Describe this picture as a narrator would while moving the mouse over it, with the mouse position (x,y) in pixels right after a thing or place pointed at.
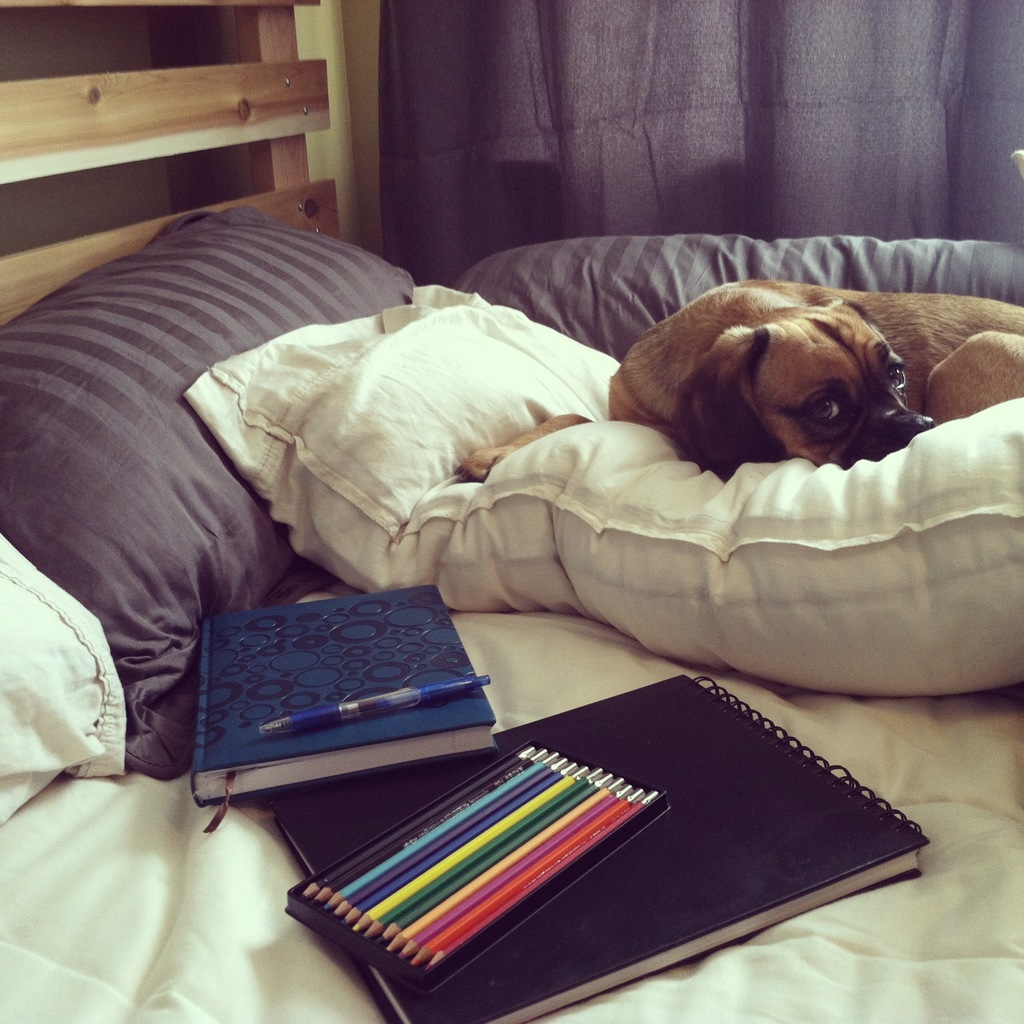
On the bed (102,841) there are pillows (303,489), books (217,742), pencils (543,847) and a pen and a dog (821,461) is on the pillow (543,406). In the background (487,140) there is a wall (359,45) and curtain (608,164).
